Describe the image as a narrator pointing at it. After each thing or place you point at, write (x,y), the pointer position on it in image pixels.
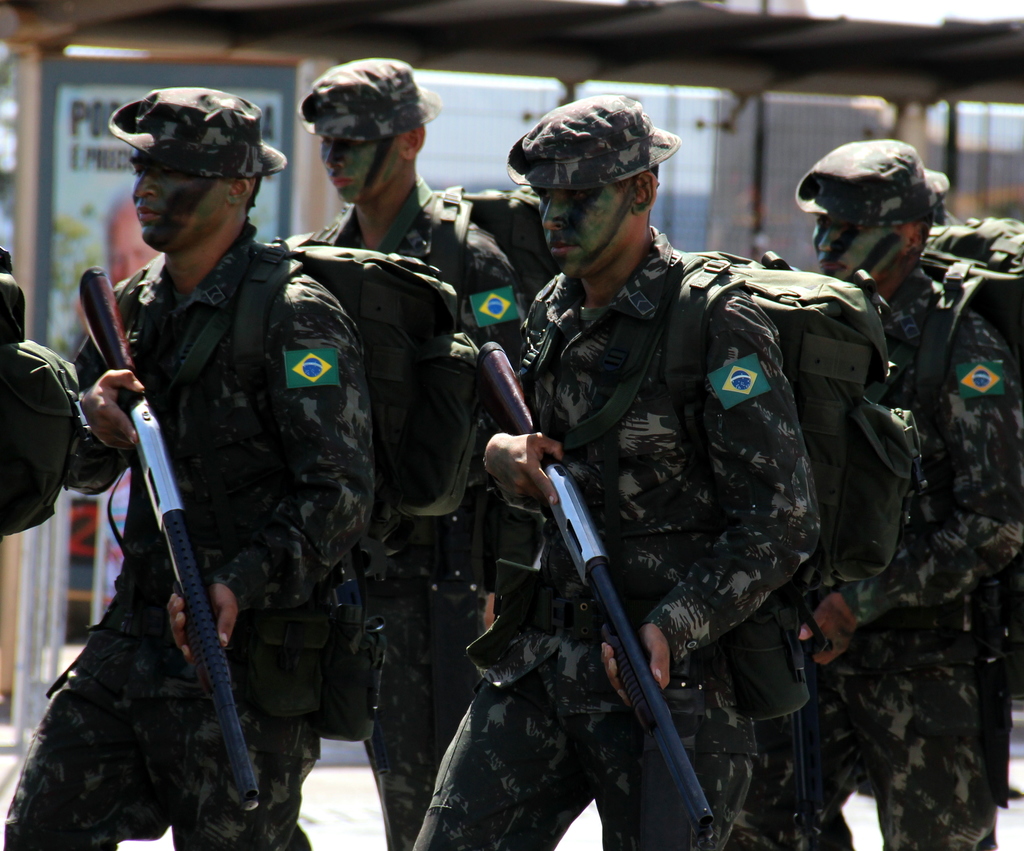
In this picture I can see there are a group of people (387,650) walking here and they are holding weapons (239,762) and wearing bags (425,412) and there is a banner (88,97) in the backdrop (93,115) and the rest of the backdrop (73,160) is blurred.
